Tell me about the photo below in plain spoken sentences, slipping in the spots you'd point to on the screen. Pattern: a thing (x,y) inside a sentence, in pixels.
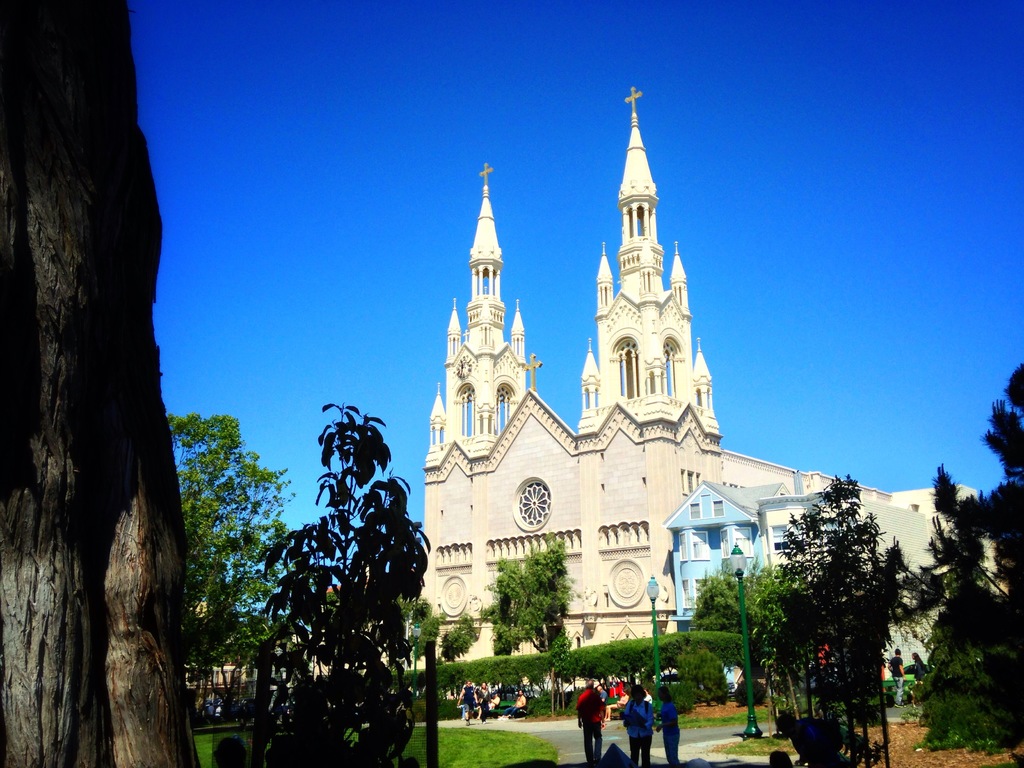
In this image we can see some trees (789,674), poles (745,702), people (784,726), walkway (608,728) and other objects (919,720). In the background of the image (547,531) there are buildings (602,516), people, trees (518,582), plants (626,659) and other objects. At the top of the image (378,111) there is the sky (434,216).
